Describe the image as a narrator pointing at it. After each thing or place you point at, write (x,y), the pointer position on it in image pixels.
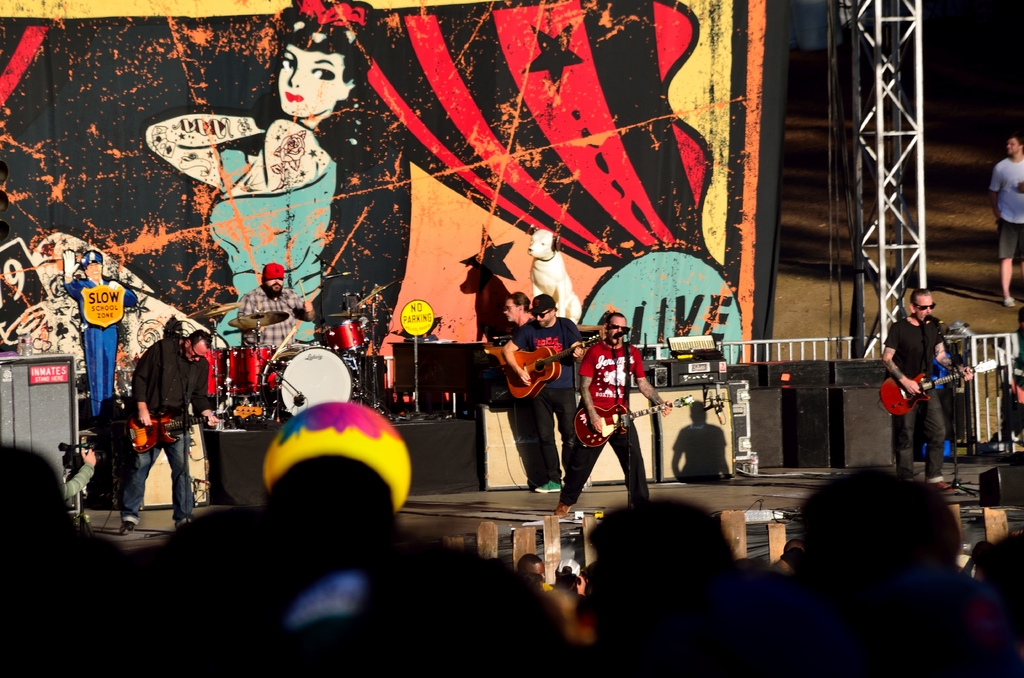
As we can see in the image there is a current pole (902,231), few people (902,361) standing on stage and holding guitars (522,385) in their hands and here there are musical drums (264,348).
